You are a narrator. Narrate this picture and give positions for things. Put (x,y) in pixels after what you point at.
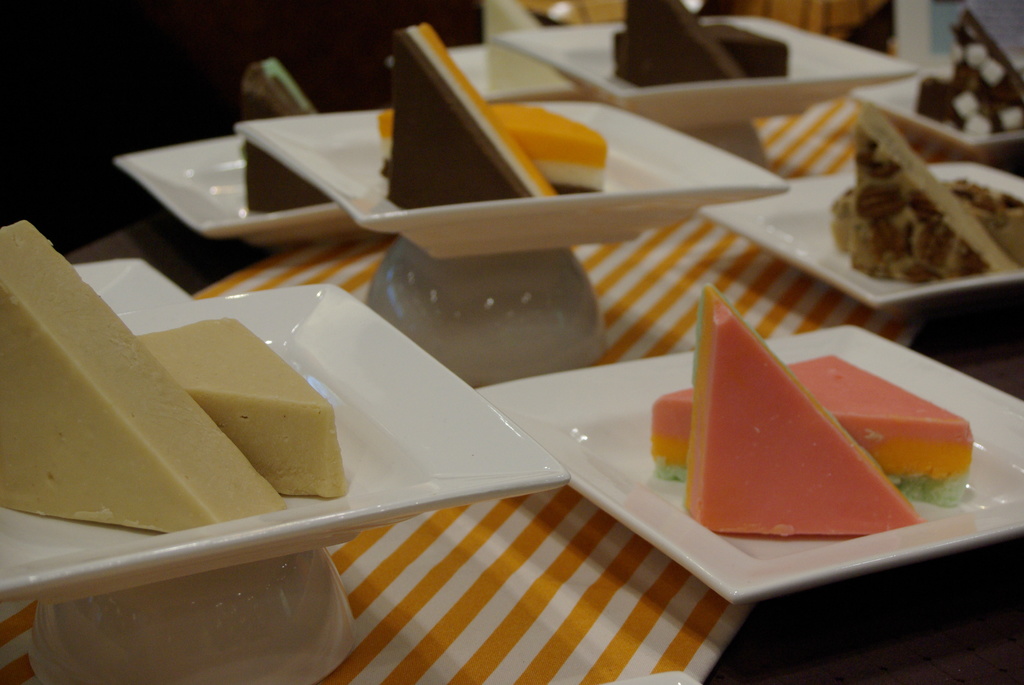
This image consists of cakes (38,230) and desserts (185,424) kept on the plates (569,42). At the bottom (403,528), there is a table (906,577) covered with a cloth (626,563).
